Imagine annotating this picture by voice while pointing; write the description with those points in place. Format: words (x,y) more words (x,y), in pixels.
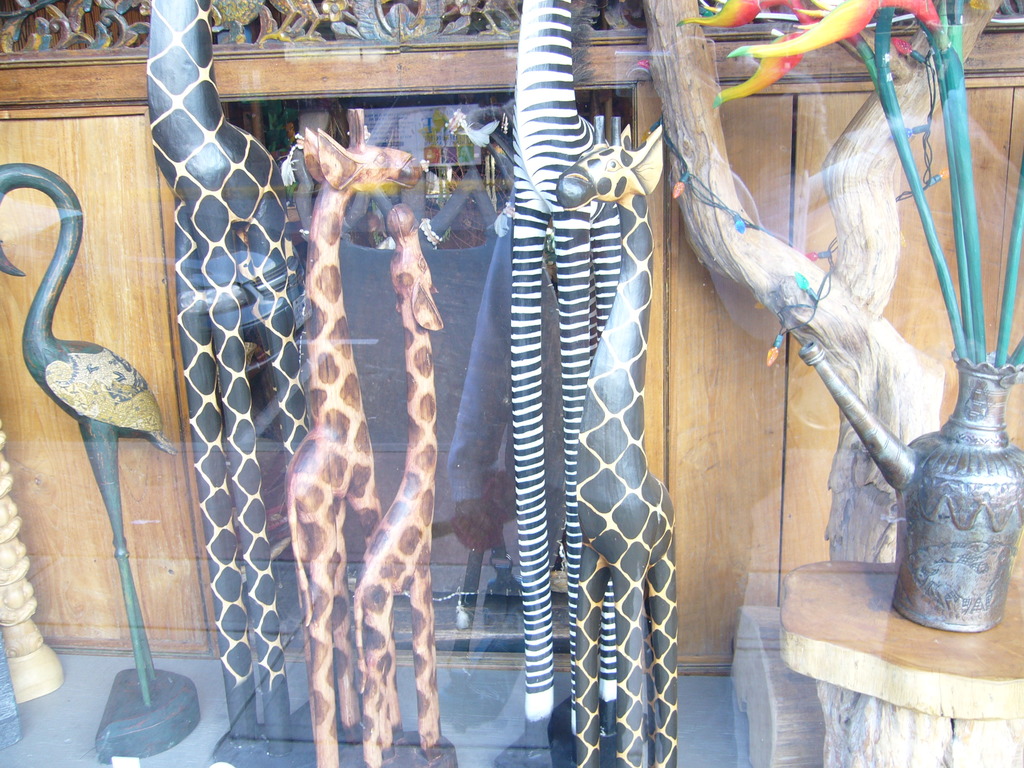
In this image there are crafts (969,302), in the background (31,27) there is a wooden wall (684,383).
